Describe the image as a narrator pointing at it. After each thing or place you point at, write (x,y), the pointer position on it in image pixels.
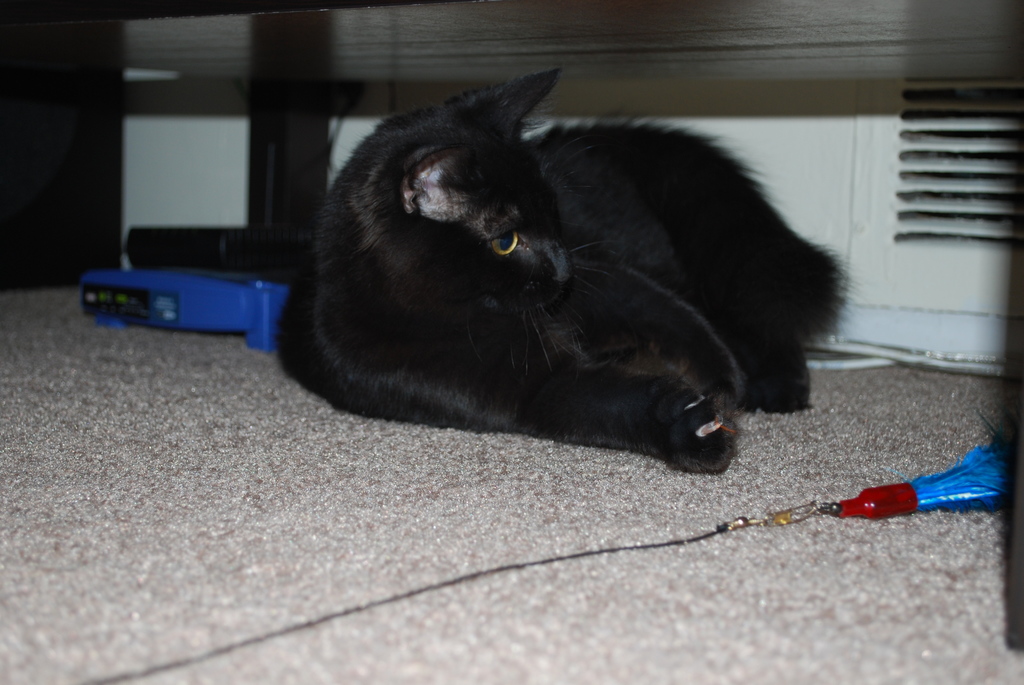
In this picture we can see a black color cat (562,274) laying, at the bottom (572,549) there is mat (453,520), we can see a cat toy (867,508) on the right side (854,515), on the left side (233,305) it looks like a router (220,294).
